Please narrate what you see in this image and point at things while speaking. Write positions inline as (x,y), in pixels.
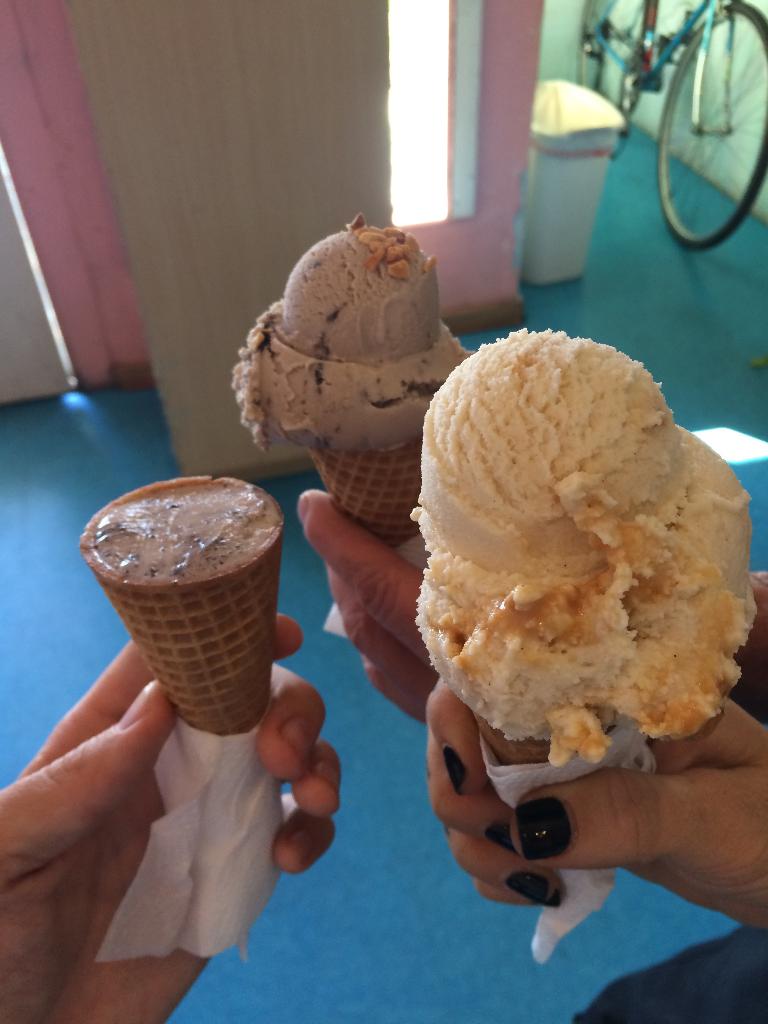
In this picture I can see the hands (401,685) of persons (364,663) holding ice cream (222,594). I can see a bicycle (706,125) at the top right side (710,86) corner.
